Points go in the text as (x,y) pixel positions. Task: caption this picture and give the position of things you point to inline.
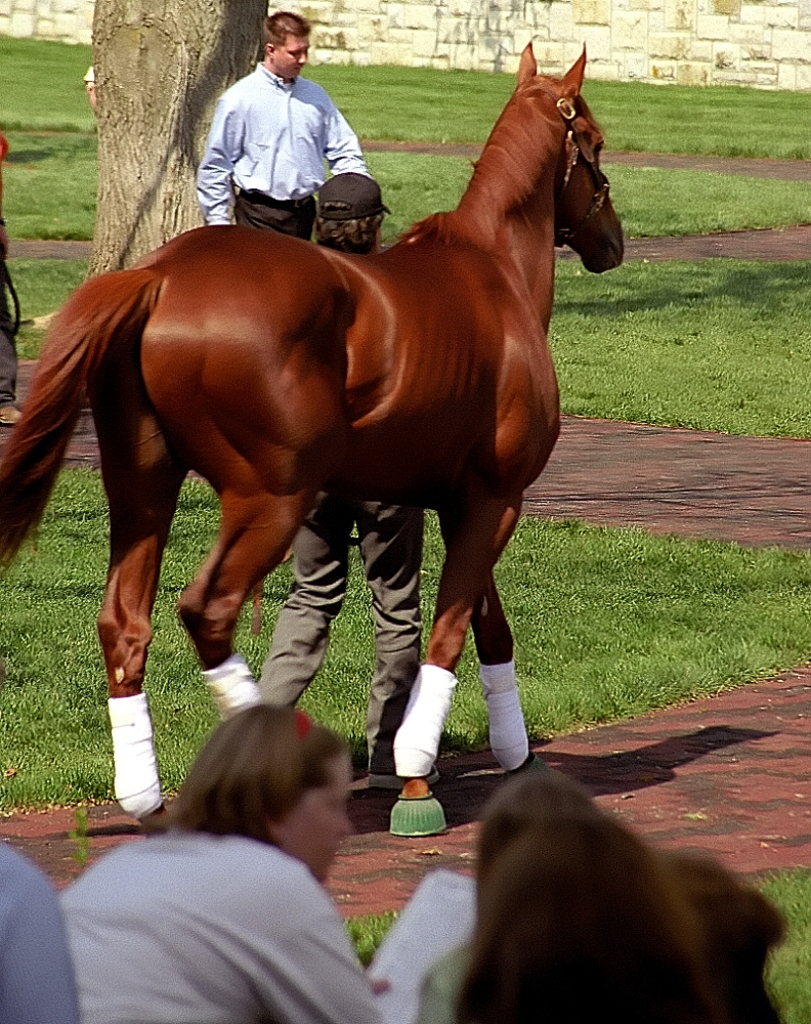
In this image, There is a grass (746,648) on the ground (86,646) and in the middle (272,467) there is a horse (530,267) in brown color, There are some persons (334,201) standing behind the horse (334,264), there are some people (617,911) sitting on the grass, In the background (655,56) there is a white color wall (464,34) and there is a tree (149,82).
